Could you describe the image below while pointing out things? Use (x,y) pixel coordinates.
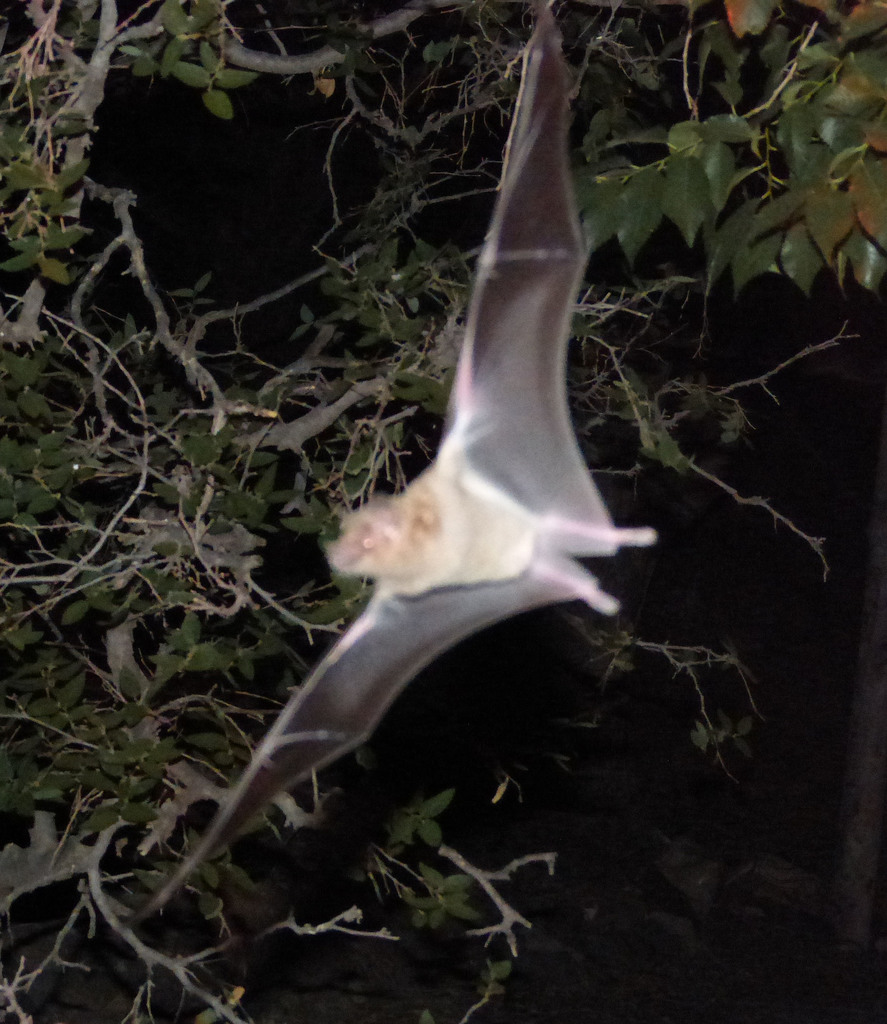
In this image we can see there is a bat (442,552) flying. At the back (675,795) there are trees (54,448) and a dark background (654,624).
